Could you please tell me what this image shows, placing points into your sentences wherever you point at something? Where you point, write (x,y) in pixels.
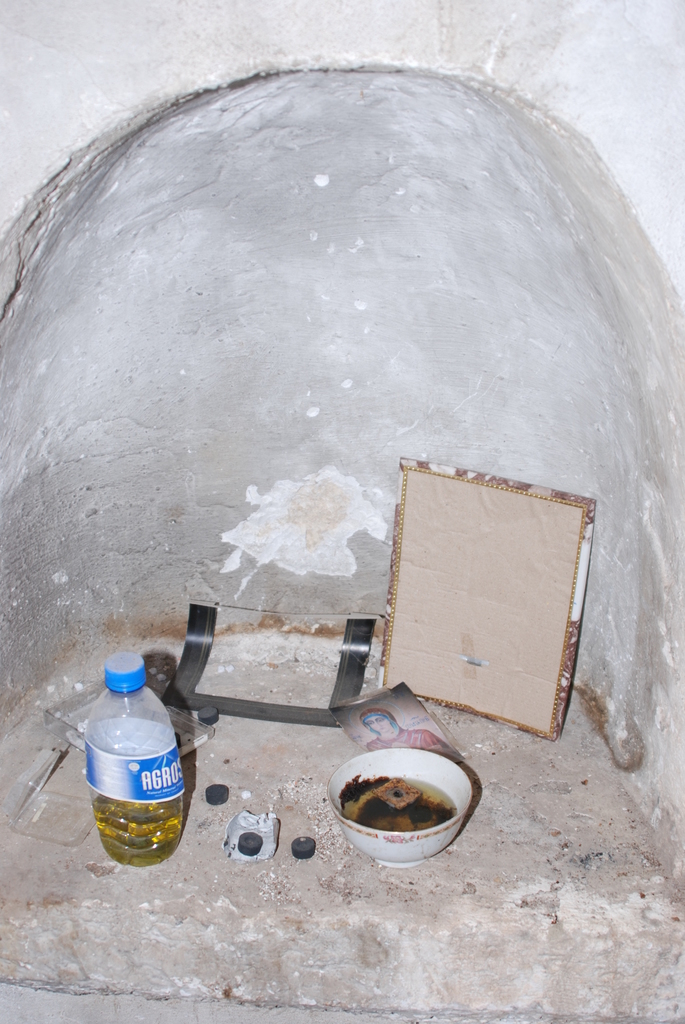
This image consists of wall (462,215), bowl (348,834), bottle (130,774), frame (459,618) and photo (385,718).
